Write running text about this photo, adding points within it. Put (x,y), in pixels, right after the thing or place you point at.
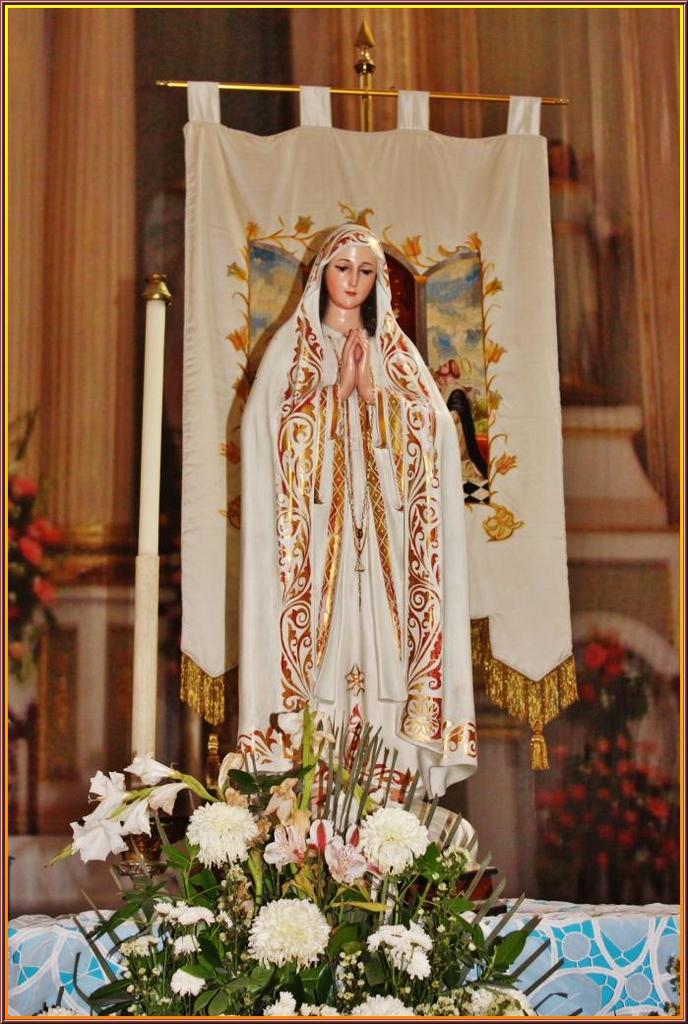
In the center of the image (281,477) we can see a statue (320,425). At the bottom of the image (298,945) we can see a tablecloth (594,950) and bouquet (278,843). In the background of the image (613,165) we can see the wall (265,99), pillars (387,115), curtain (343,143), candle (162,344) with stand (149,645), flower pots (666,782).
